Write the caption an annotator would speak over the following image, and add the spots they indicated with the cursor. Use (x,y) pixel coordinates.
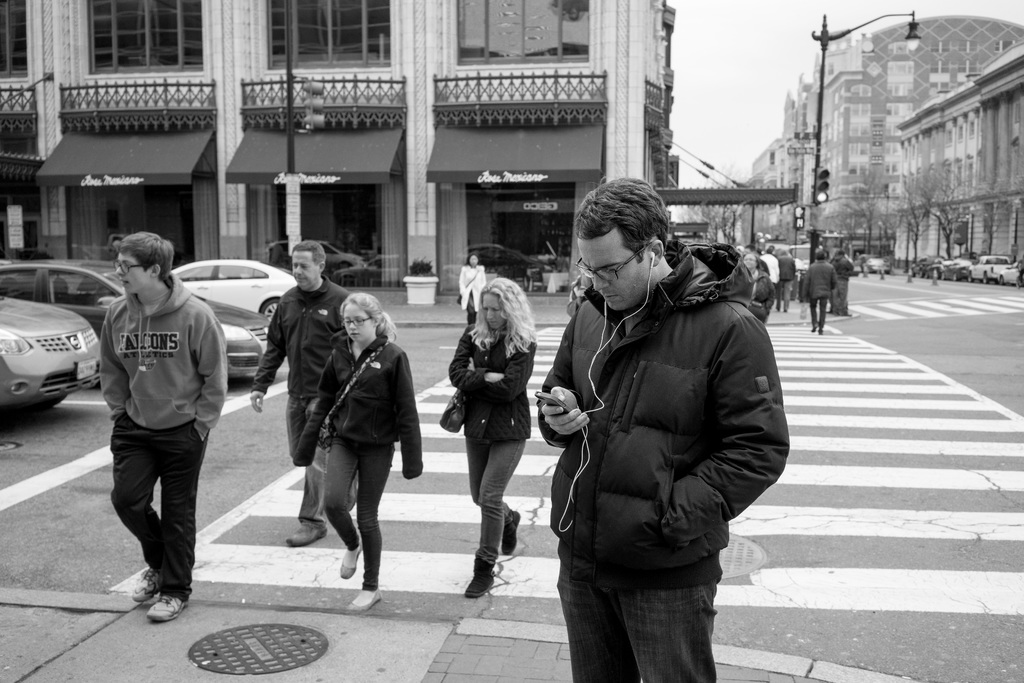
In this picture we can see some persons (510,345) are walking on the road (435,405), beside there are few vehicles (57,309) and some buildings (516,195).
